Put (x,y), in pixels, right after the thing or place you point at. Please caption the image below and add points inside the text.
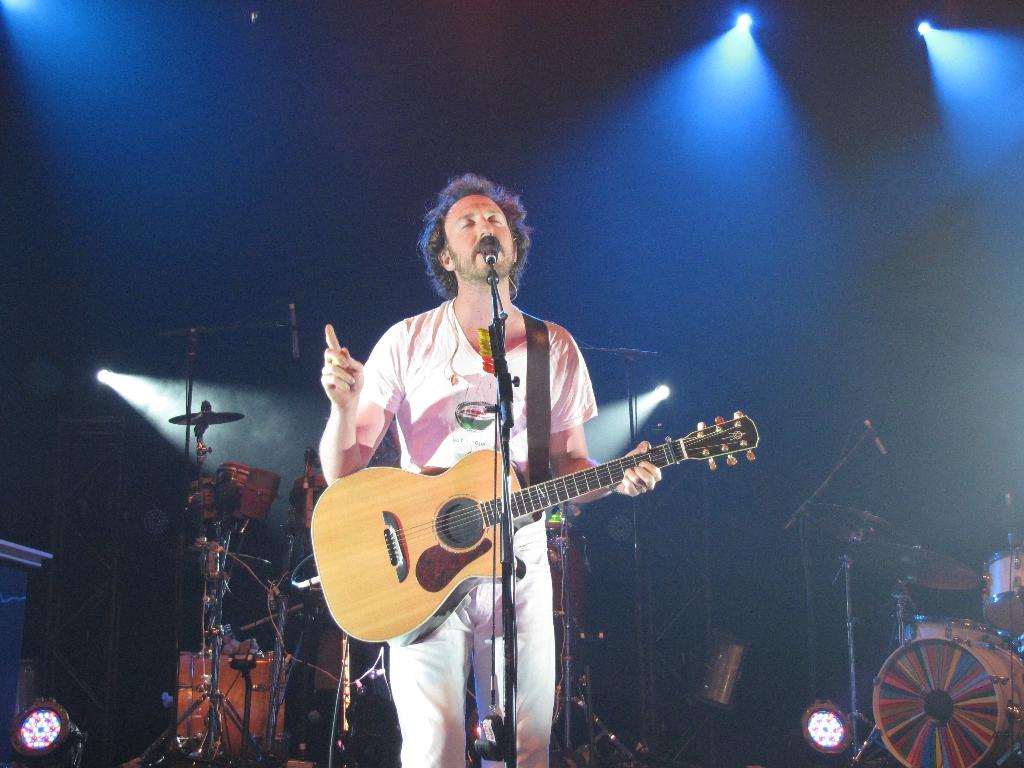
In the center (566,403) there is a man (564,385) standing and holding guitar (539,484). In front we can see microphone (491,244). In the background (605,222) there is a wall (276,224), light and few musical instruments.
